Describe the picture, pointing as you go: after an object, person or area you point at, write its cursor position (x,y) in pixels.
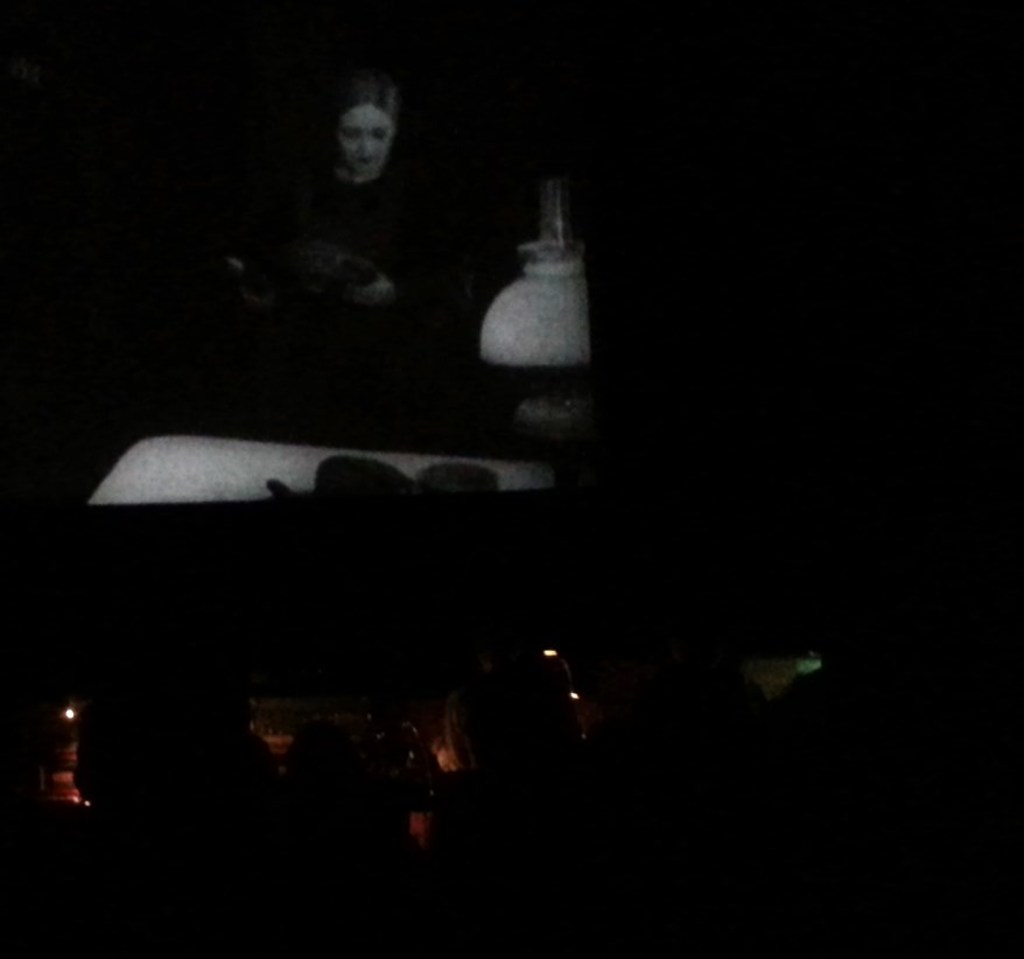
In this image there are persons (358,752) sitting in a cinema hall (407,776) in the front (534,804). In the center (370,410) there is a screen (370,355) in which the cinema (338,342) is playing.
